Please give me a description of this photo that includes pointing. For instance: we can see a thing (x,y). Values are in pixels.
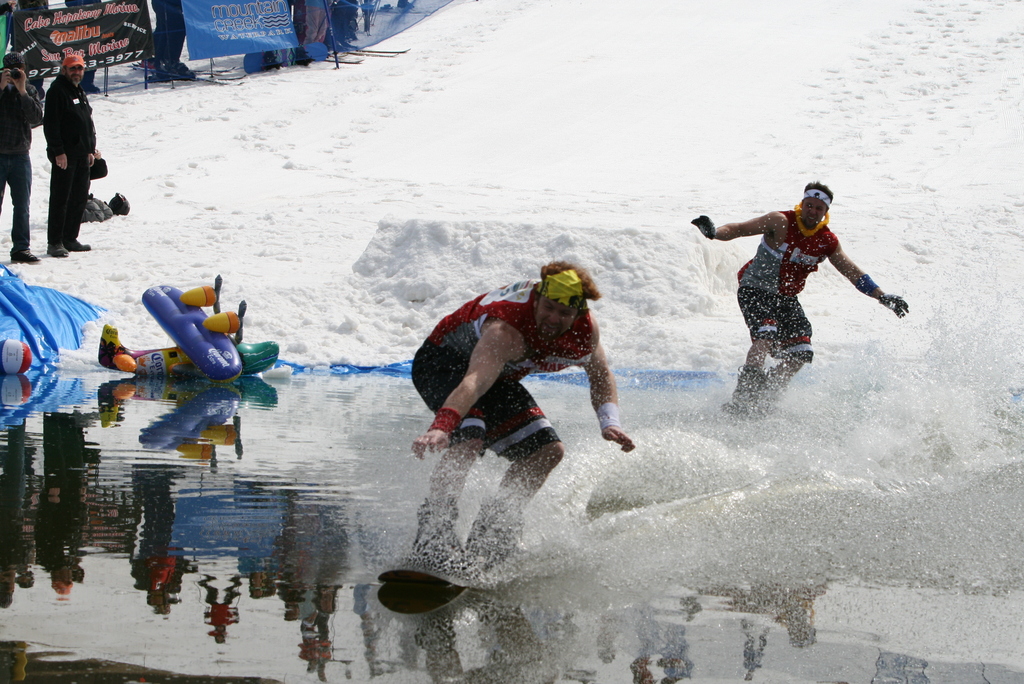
In this image I can see two persons (508,443) surfing on the water (378,399). In the background (70,99) I can see two persons (64,110) standing on the snow (127,222) and I can also see few banners (71,29) in black and blue color.
